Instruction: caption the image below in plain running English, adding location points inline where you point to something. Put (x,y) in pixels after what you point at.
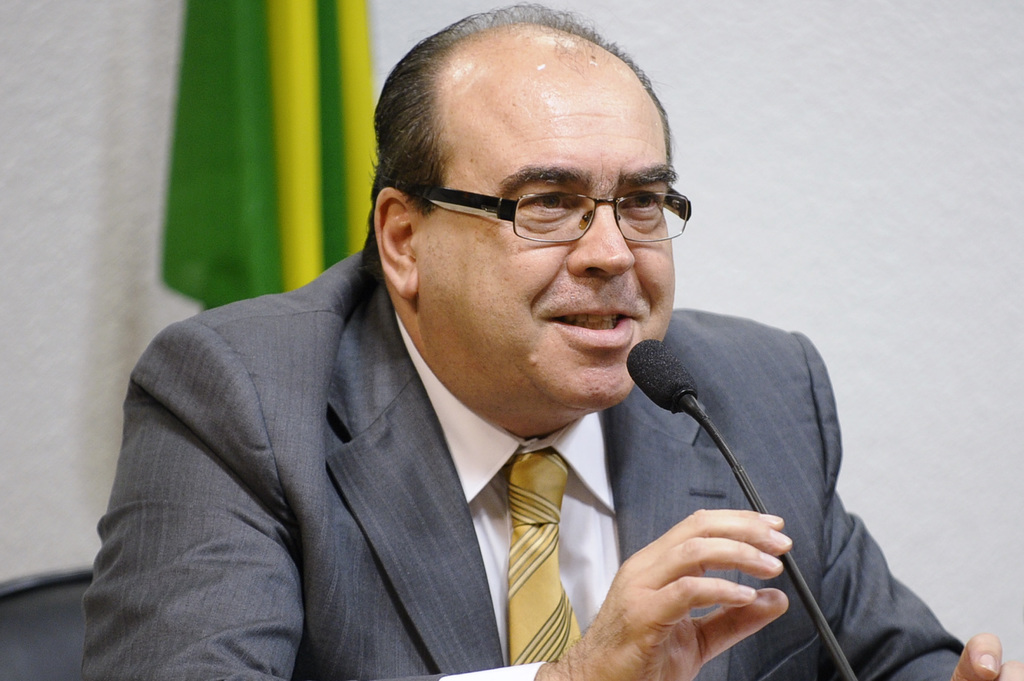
Here I can see a man (538,445) wearing a suit (277,603), sitting on a chair (39,603) facing towards the right side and speaking on a microphone (693,413). In the background (276,167) there is a flag (252,128) which is in green and yellow colors and there is a wall (875,153).
